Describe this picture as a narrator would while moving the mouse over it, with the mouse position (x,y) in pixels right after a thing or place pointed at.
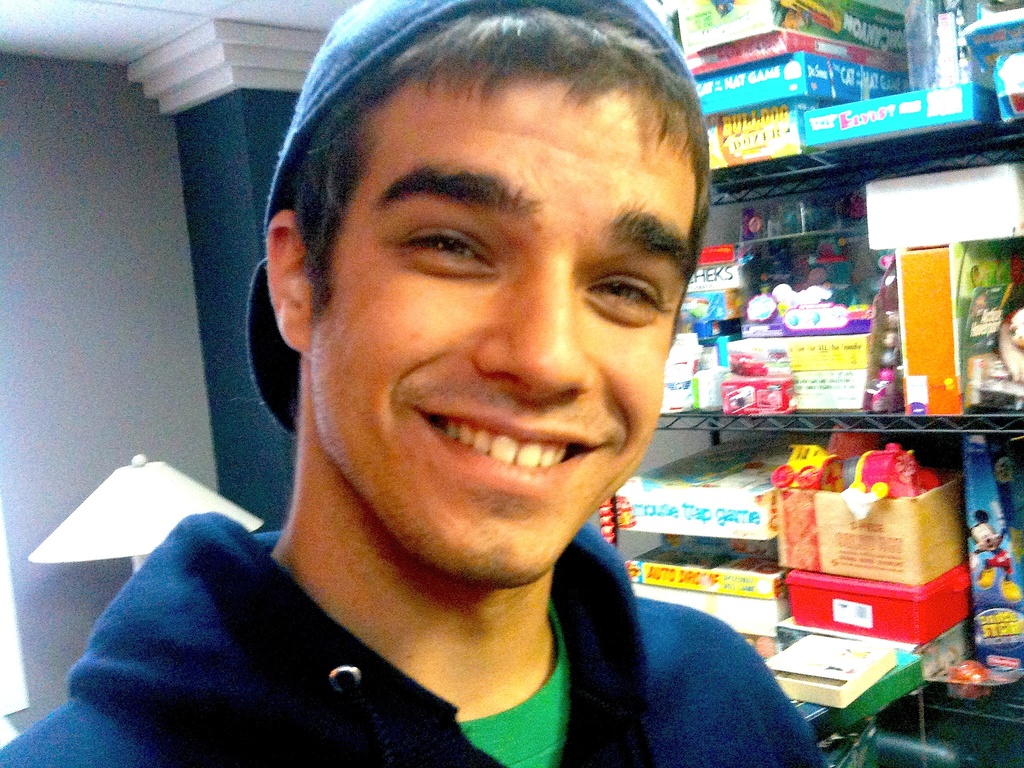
In this image I see a man (428,243) who is smiling and I see that he is wearing a hoodie (182,674) which is of blue in color and I see a blue color cap (286,173) on his head (663,77). In the background (719,44) I see number of things (869,282) on the racks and I see the wall (91,74) and a lamp (55,544) over here.
